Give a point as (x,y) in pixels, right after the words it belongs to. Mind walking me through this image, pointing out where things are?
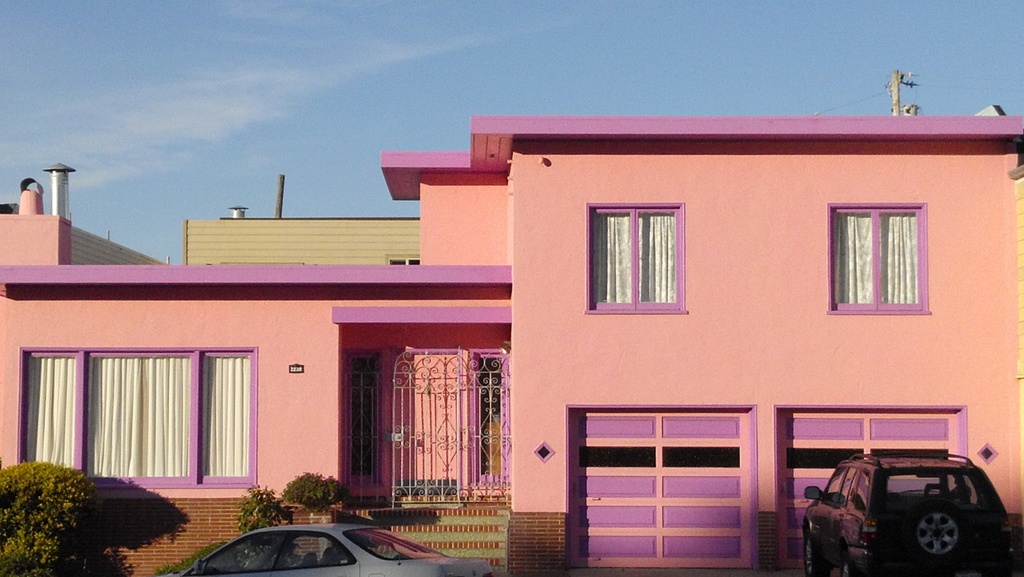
In this image I can see few vehicles (218,564), background (7,545) I can see small trees (2,526) in green color, a building (471,400) in pink color and I can see few poles (912,84) and the sky (365,73) is in blue color.
